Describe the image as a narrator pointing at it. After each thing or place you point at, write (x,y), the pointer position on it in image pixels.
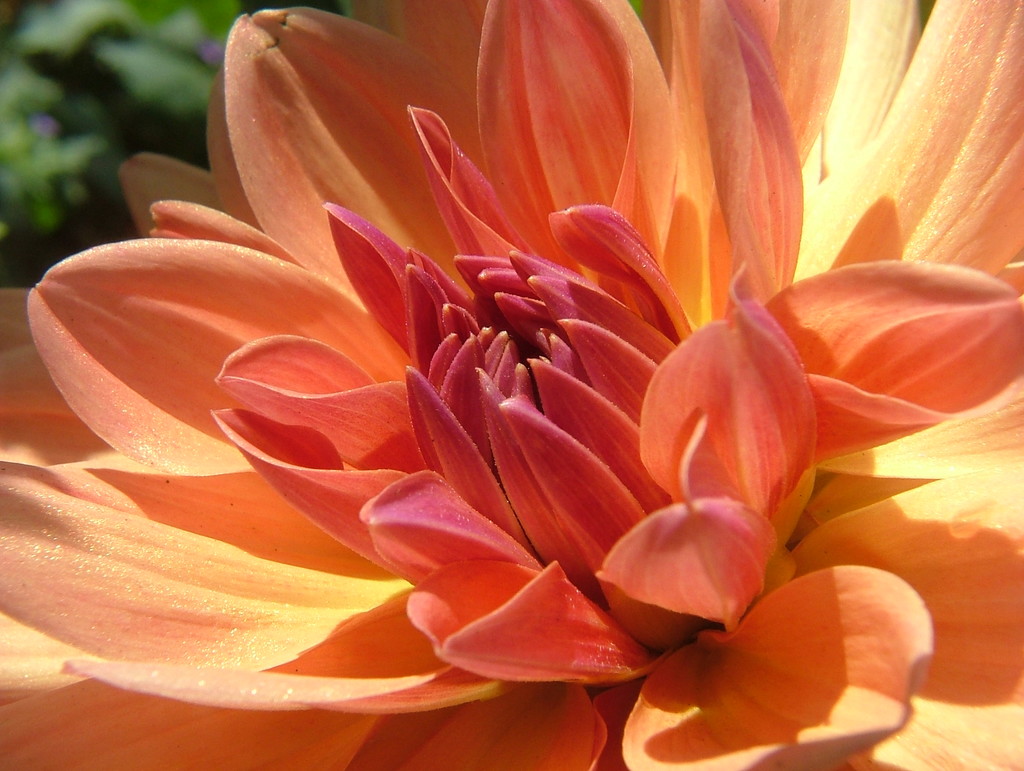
In the image we can see a flower (783,266).
